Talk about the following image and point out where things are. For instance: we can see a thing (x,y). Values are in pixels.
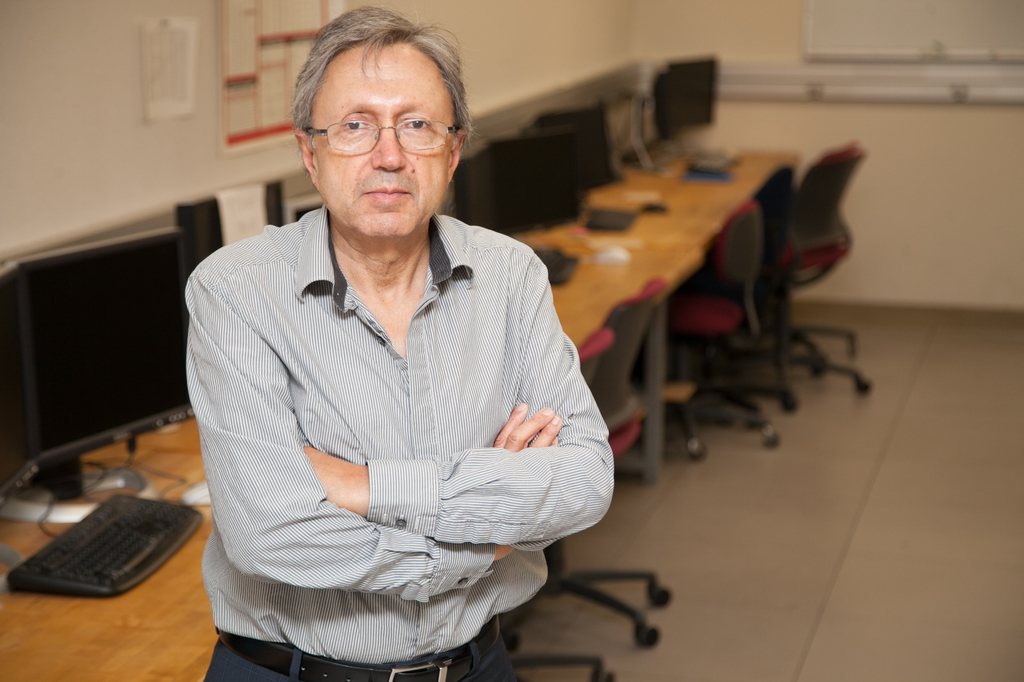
In picture there is a room (300,199) in which a person (292,272) is standing there are many chairs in front of a table (156,497) on the table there are many systems (675,82) with the keyboard (174,511) and mouse (199,499) on the wall (119,71) there are some stickers (225,123).
